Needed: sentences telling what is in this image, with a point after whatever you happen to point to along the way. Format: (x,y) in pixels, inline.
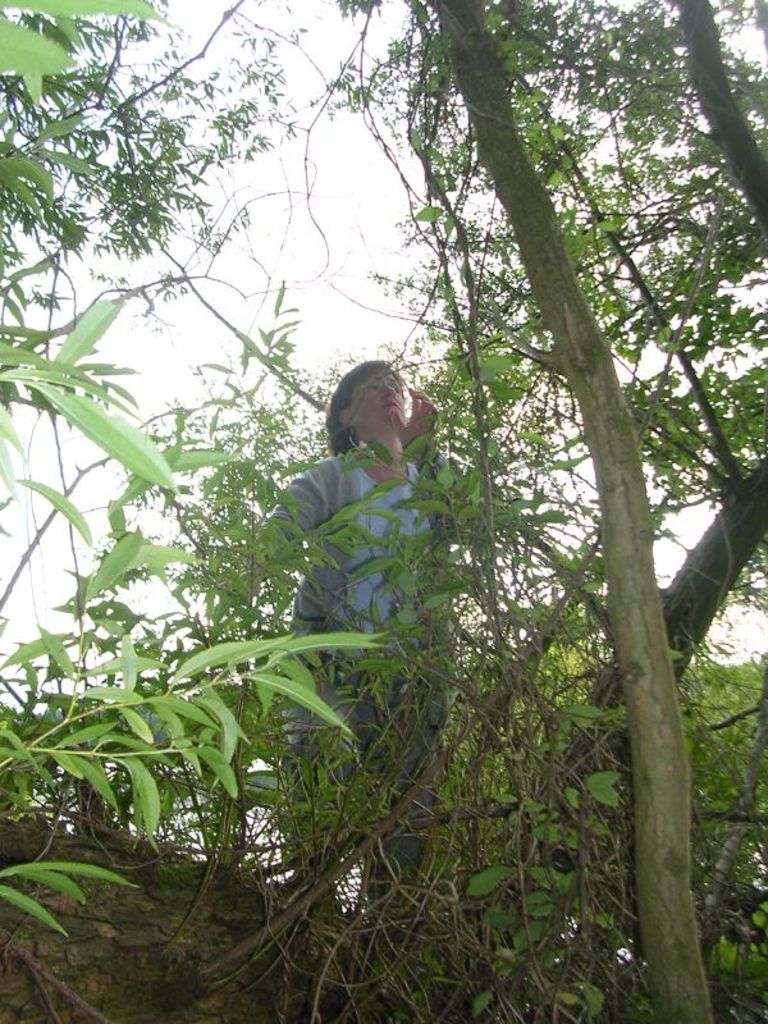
In this image we can see a woman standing between the plants (287,907), trees (127,920) and sky (189,367).
